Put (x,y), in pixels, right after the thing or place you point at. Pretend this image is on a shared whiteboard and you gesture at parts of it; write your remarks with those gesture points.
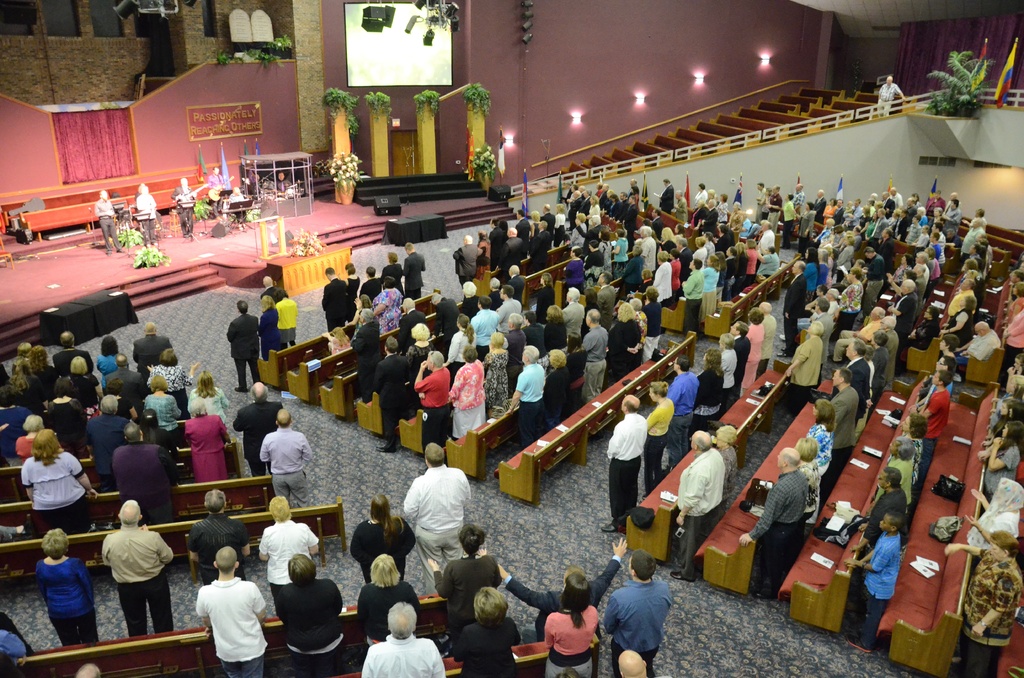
Here we can see persons (778,528) are standing on the floor (254,556). There are benches (573,430). Here we can see tables (91,302), plants (380,100), screen (407,62), lights (507,135), flags (1000,98), and few persons (148,239) on the stage (86,263). In the background (807,29) there is a wall (777,38).
